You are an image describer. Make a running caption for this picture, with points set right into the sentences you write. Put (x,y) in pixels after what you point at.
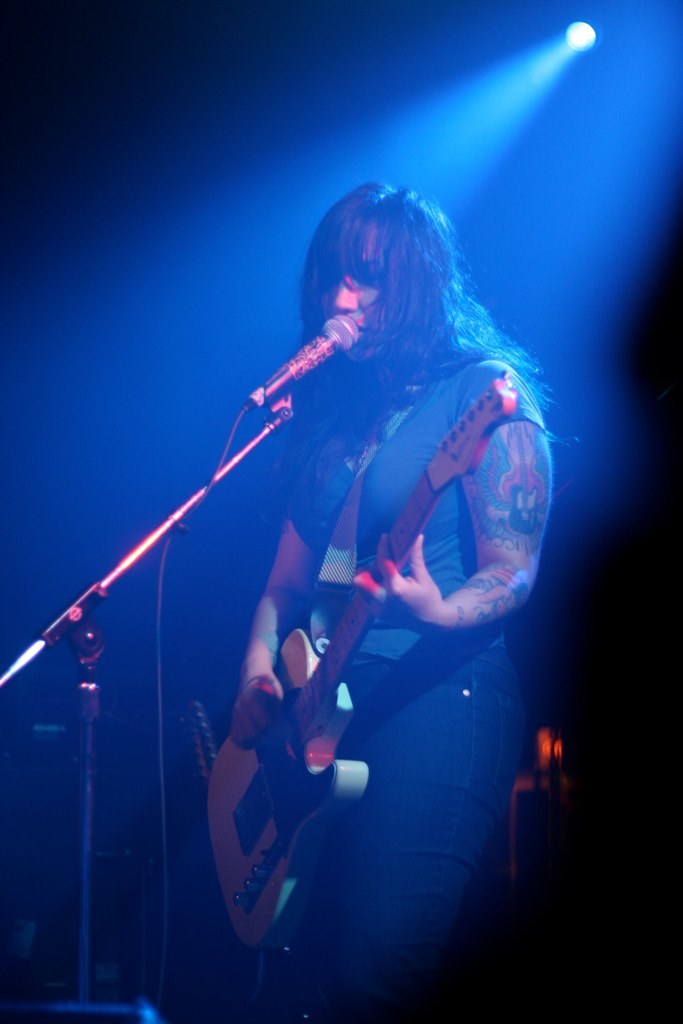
In the image we can see there is a person (347,432) who is standing and holding guitar (225,751) in her hand (256,701) and in front of her there is mic (272,378) with a stand (93,723).
